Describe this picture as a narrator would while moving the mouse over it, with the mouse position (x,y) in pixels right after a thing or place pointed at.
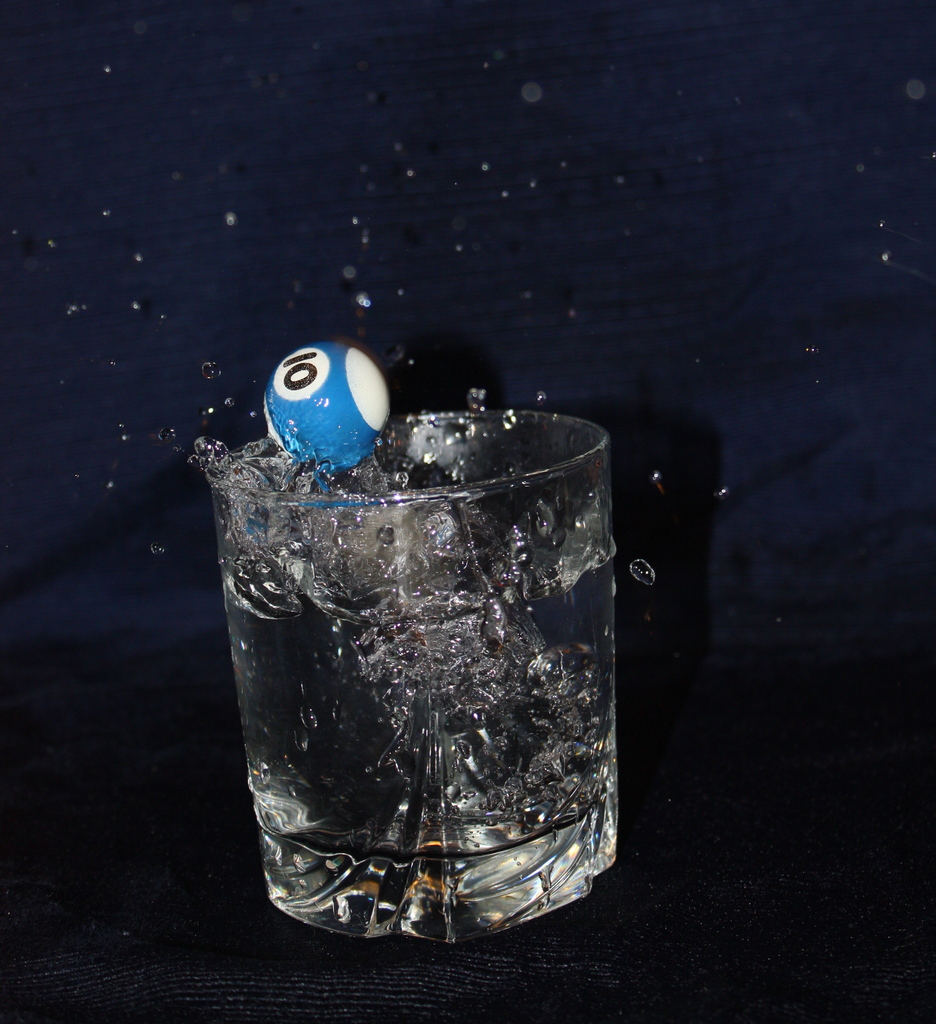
A small ball (294,419) is bouncing back from a glass of water (439,549) on a table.
